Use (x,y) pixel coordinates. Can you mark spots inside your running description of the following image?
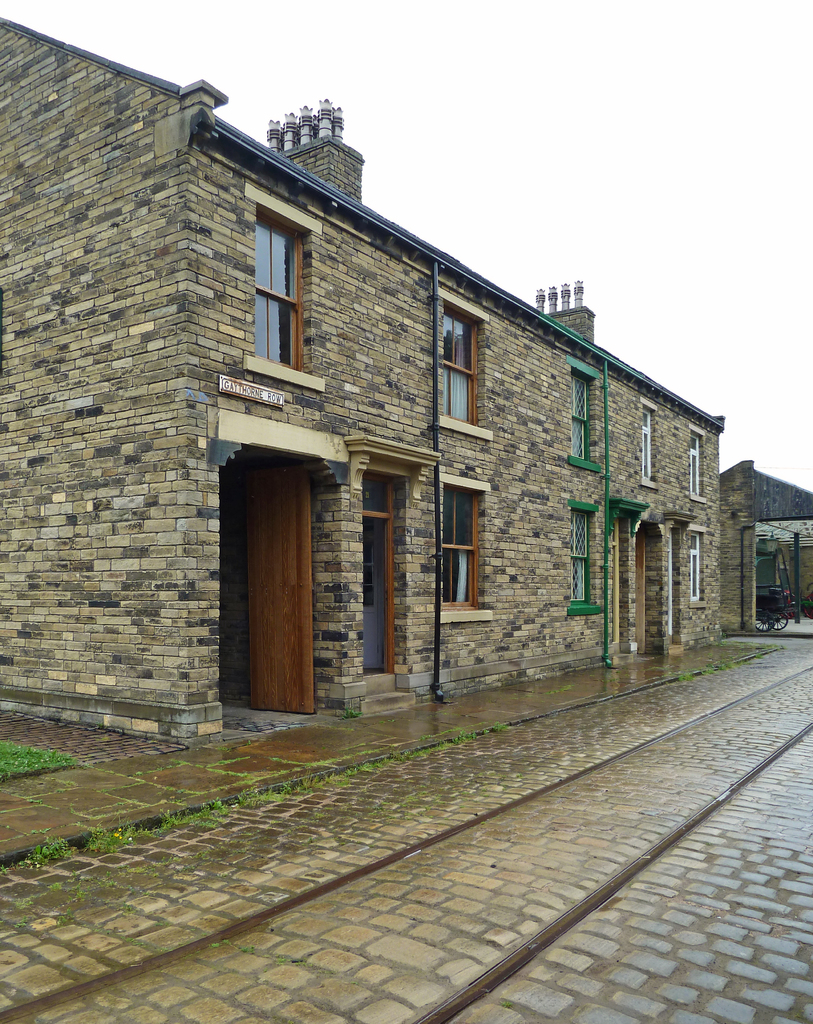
In this picture we can see few buildings (540,577) and grass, also we can find few pipes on the wall (537,574).
